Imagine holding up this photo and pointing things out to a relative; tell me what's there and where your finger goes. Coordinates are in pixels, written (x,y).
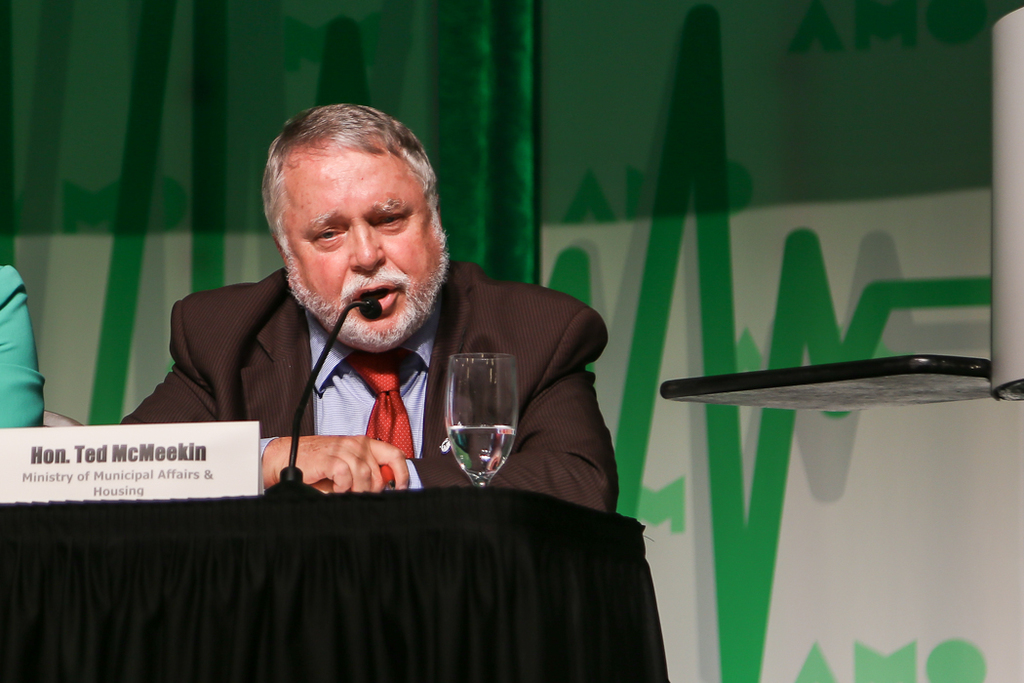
In this picture there is a man (279,140) who is sitting in the center of the image (429,326), in front of a table (459,640), there is a glass (453,430) on the table (489,492) and there is another person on the left side of the image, there is a poster (638,165) in the background area of the image (549,216).
